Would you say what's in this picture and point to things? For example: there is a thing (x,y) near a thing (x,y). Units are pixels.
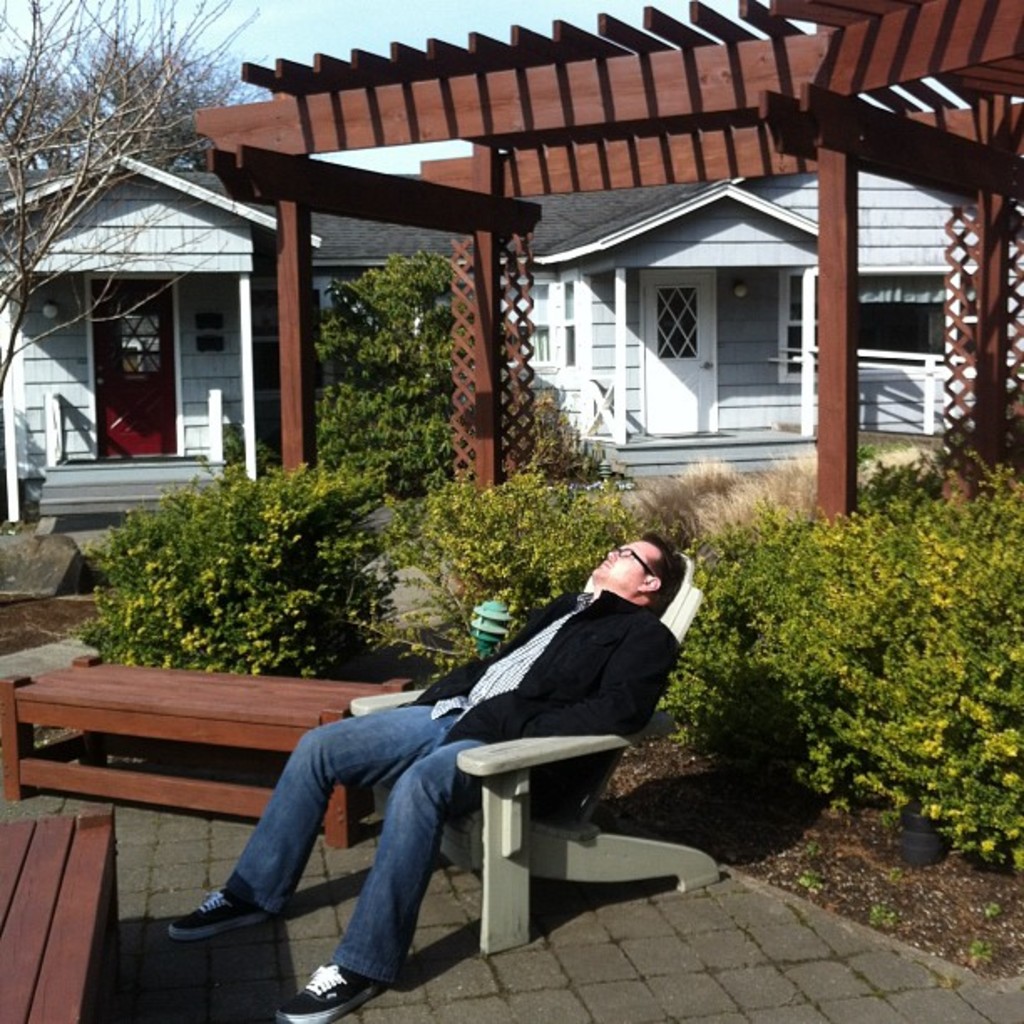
In this picture there is a man (661,569) who is wearing spectacle (648,565), jacket (622,632), shirt (461,702), jeans (322,749) and sneakers (313,1006). He is sitting on the wooden chair (505,839). Beside him i can see the plants (484,596) and wooden benches (324,833). In the background (491,267) i can see the building (269,288) and wooden shed (971,410). At the top (589,22) there is a sky (584,10). On the left (138,50) i can see many trees (3,156). In front of the door (107,413) i can see the stairs (206,468) and wooden fencing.
